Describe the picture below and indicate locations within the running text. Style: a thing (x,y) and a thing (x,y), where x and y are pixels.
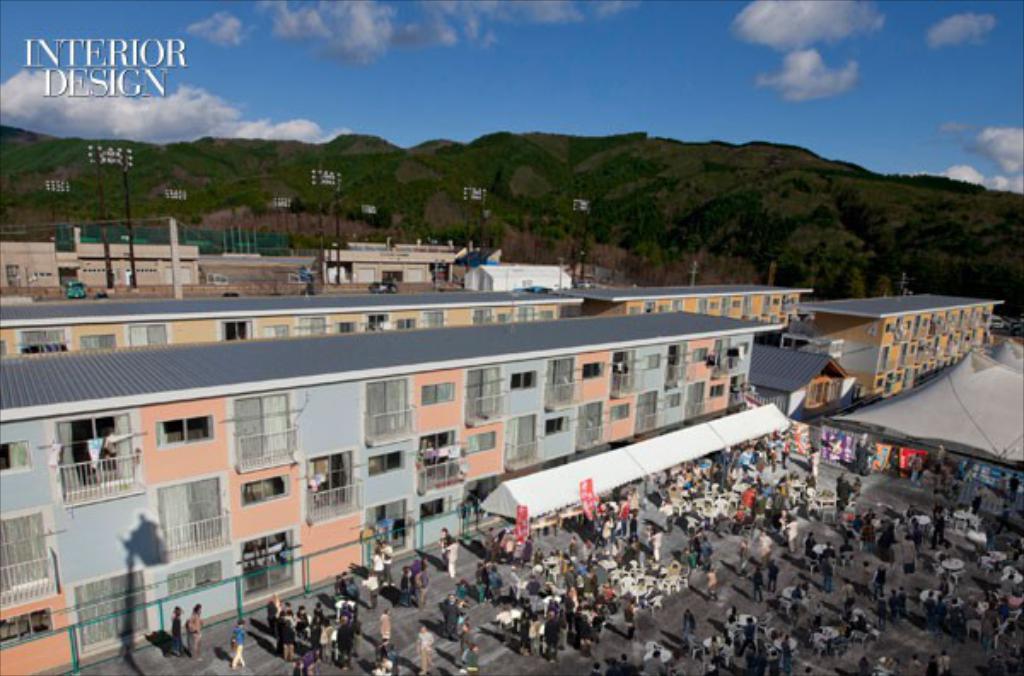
In the picture I can see buildings (579,411), people (581,596) standing on the ground (784,573), fence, tents (974,387) and some other objects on the ground (503,657). In the background (502,213) I can see the sky (401,125), hills (531,220), poles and some other objects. On the top left side of the image (113,74) I can see a watermark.
